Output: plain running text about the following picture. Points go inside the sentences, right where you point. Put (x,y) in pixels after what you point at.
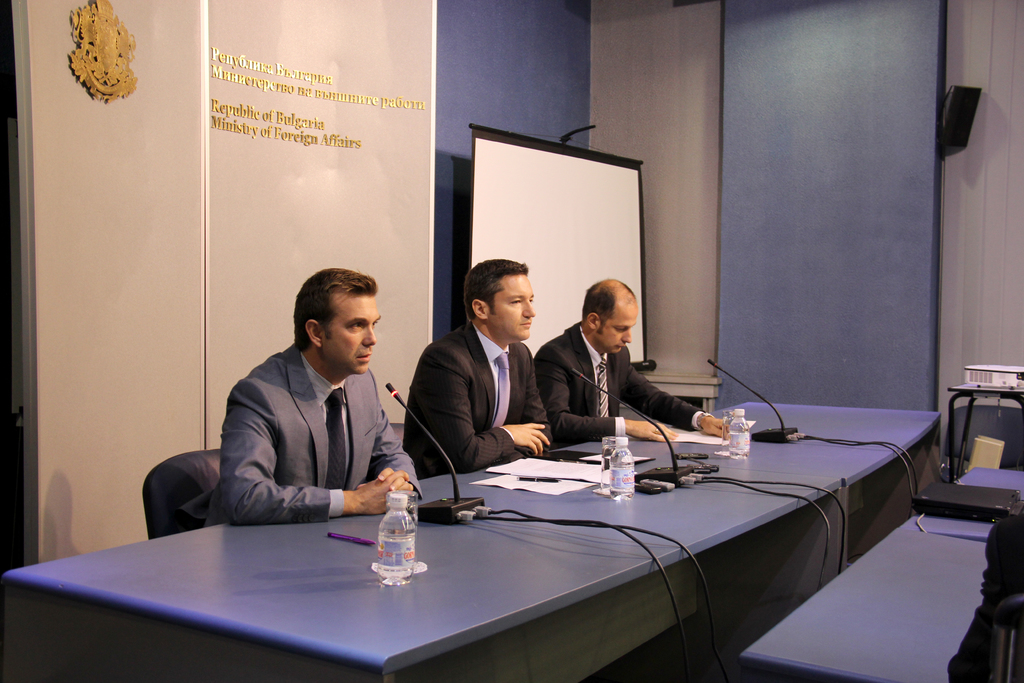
In this image I see 3 men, sitting on the chairs (162,483) and they are in front of the table (61,641) and there are mics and bottles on it. In the background (219,14) I see the wall (1020,256) and a speaker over here.
